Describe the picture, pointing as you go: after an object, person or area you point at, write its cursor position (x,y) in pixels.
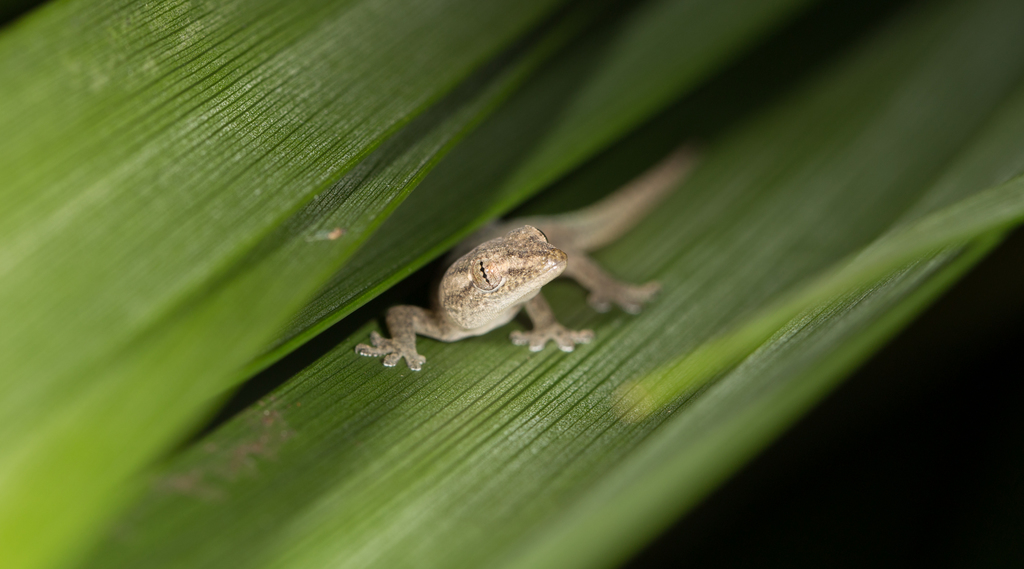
In this picture it looks like a reptile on a green leaf (516,358).
